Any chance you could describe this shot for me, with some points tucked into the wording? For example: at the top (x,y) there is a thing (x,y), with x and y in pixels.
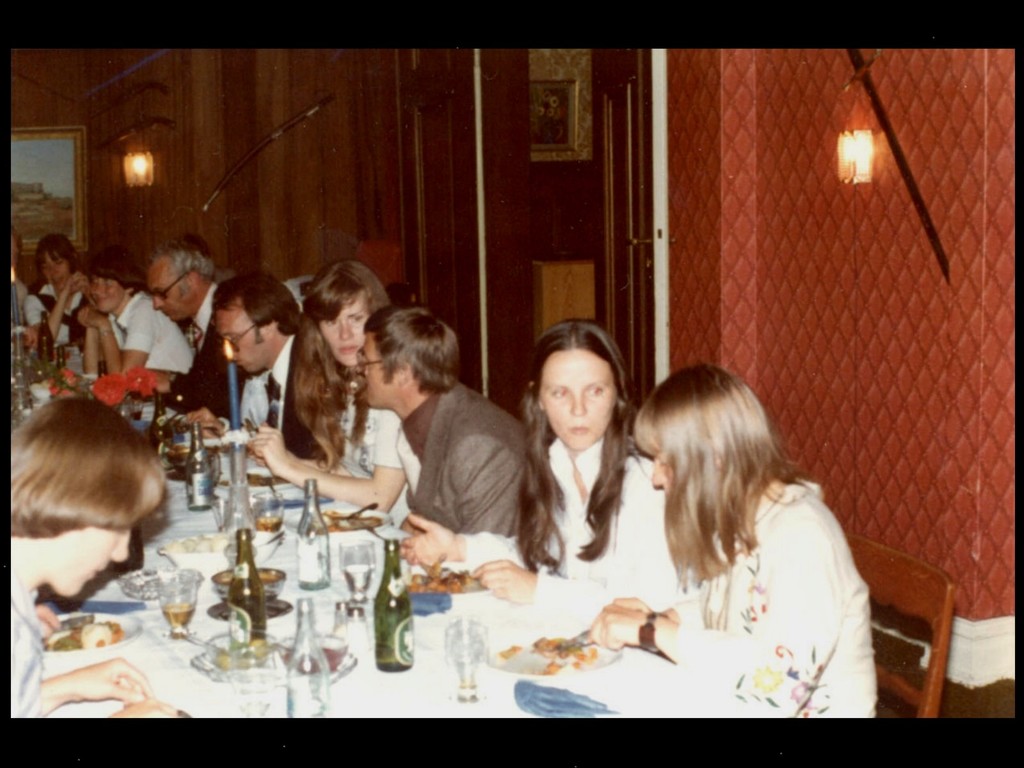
In the image we can see there are people (279,422) who are sitting on chair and on table (607,695) there are wine bottle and in plate (540,659) there are food items (551,666).
